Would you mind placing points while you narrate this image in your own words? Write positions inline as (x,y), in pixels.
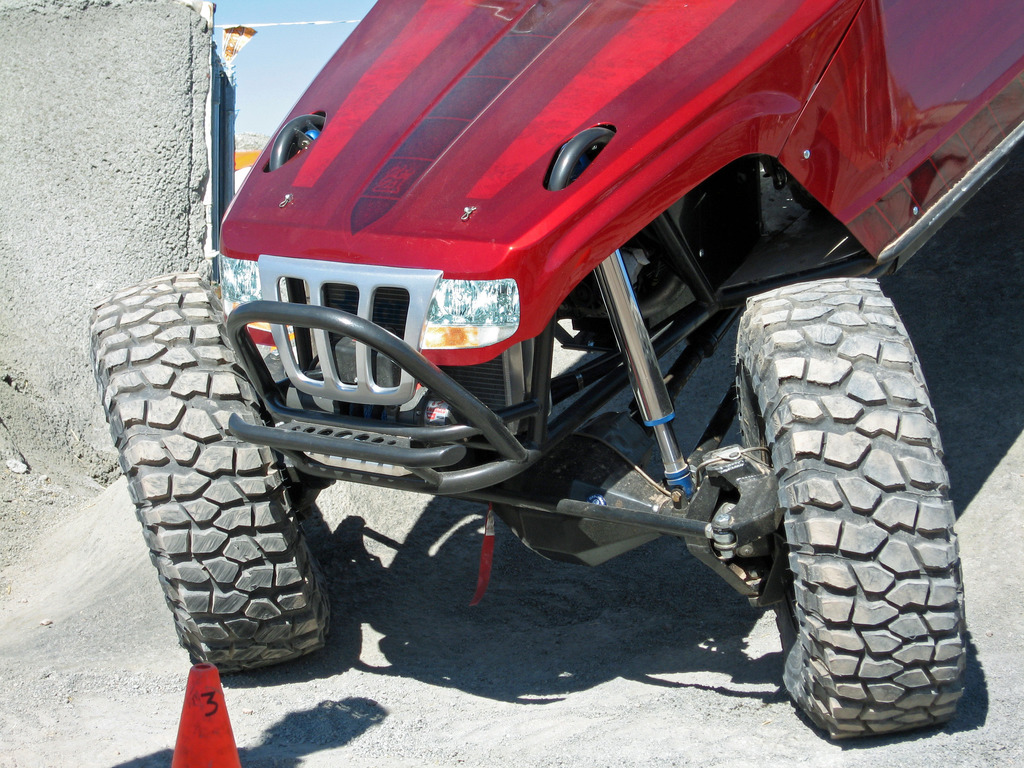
In the center of the image (587,297) we can see one vehicle (598,294), which is in red color. At the bottom of the image (208,750), we can see one traffic cone (200,703). In the background (103,137) we can see the sky (243,106), one wall (93,130), and a few other objects (224,164).
